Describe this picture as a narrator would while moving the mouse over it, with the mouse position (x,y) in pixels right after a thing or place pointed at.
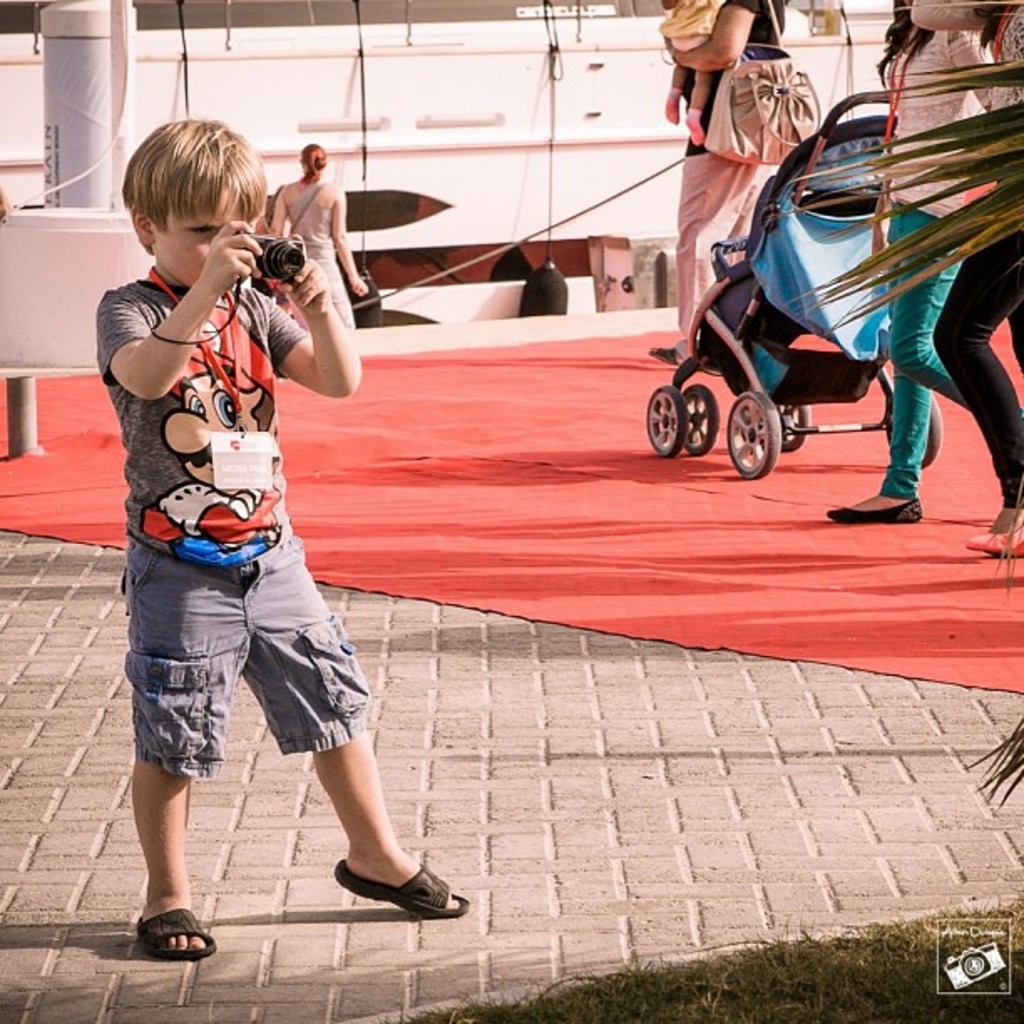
In this picture we can see a boy (171,517) wearing grey t-shirt (156,489) and grey shorts (192,633) taking a photograph. Behind we can see two women (748,148) walking on the red carpet (876,400) and baby pram (793,446).
